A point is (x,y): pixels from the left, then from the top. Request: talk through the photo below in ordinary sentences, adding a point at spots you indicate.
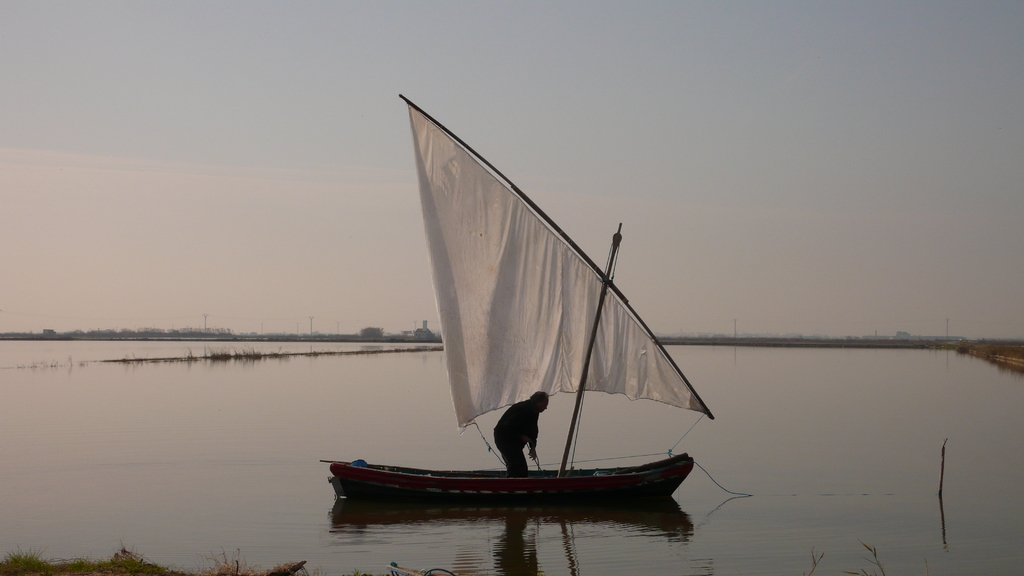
In this image we can see a person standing in a sailboat (568,499) which is in a large water body (601,537). On the bottom of the image (141,565) we can see some grass (129,568). On the backside (250,297) we can see a group of buildings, poles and the sky (583,181) which looks cloudy.
